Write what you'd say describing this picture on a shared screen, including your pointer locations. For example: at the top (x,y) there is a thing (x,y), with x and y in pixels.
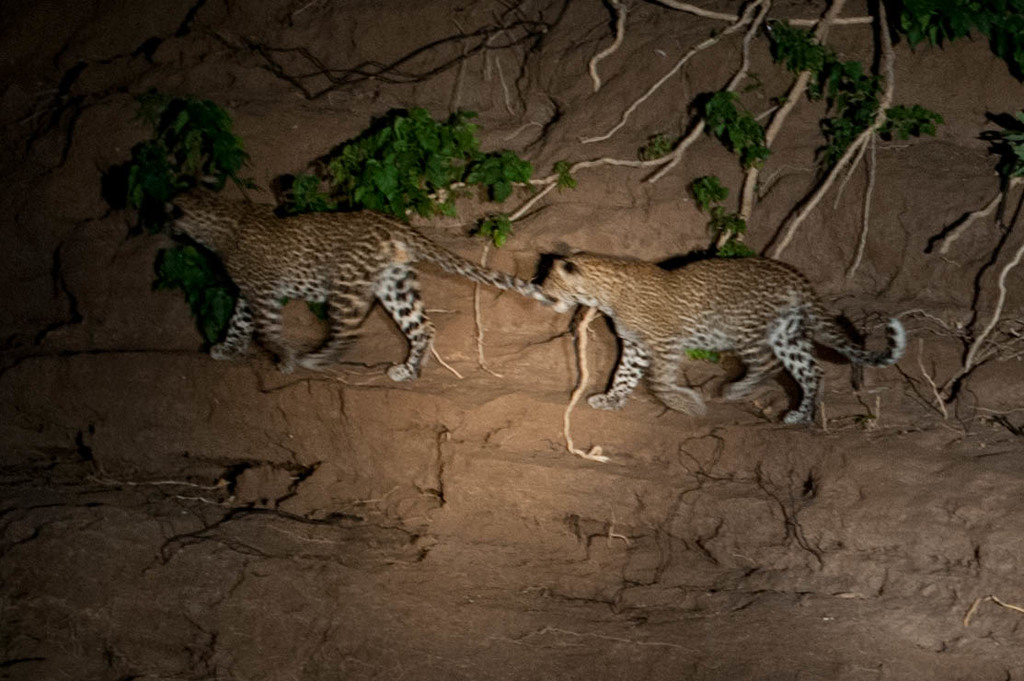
On the left side (305,255), there is a leopard (341,250) walking on the wall (389,333). Behind this leopard (491,271), there is another leopard (785,270) walking on the wall (758,427). In the background (1004,5), there are plants (475,137) and roots (1010,264) of the trees (606,160).
